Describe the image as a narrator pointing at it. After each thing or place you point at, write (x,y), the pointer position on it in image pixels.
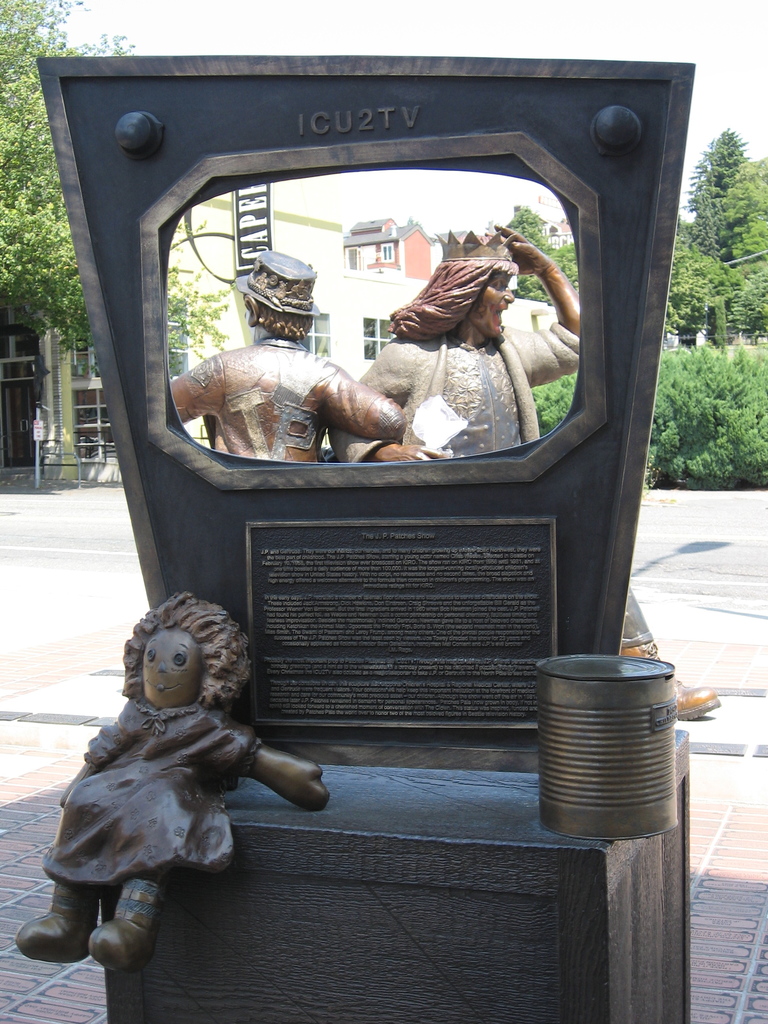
In the center of the image (421,507) there are statues (473,383). In the background of the image (549,247) there are trees (39,76), houses (16,343). At the bottom of the image (730,963) there is road (738,960).
